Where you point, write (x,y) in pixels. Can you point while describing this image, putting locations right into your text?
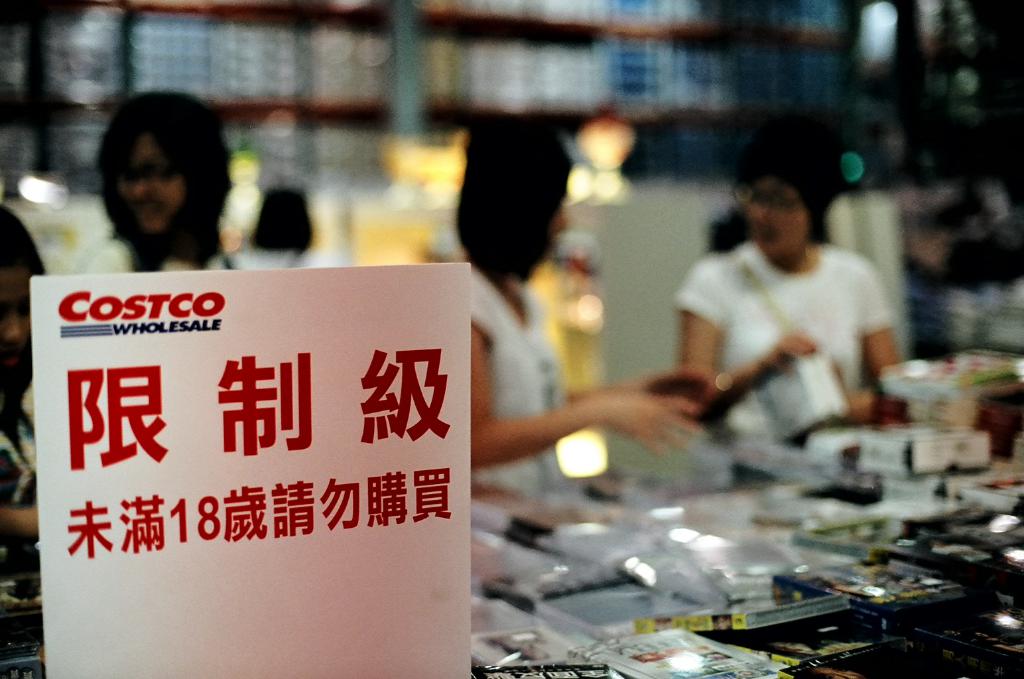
This picture seems to be clicked inside the hall (938,134). On the left (182,305) we can see the text (186,320) and numbers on the poster (228,288) and we can see there are some people (143,179) standing and we can see there are many number of objects (778,526) placed on the top of the table (647,563). In the background (226,48) we can see the cabinets (749,86) containing some objects (53,49). The background of the image (973,46) is blurry and we can see the group of people (863,416) in the center of the image (484,290).
